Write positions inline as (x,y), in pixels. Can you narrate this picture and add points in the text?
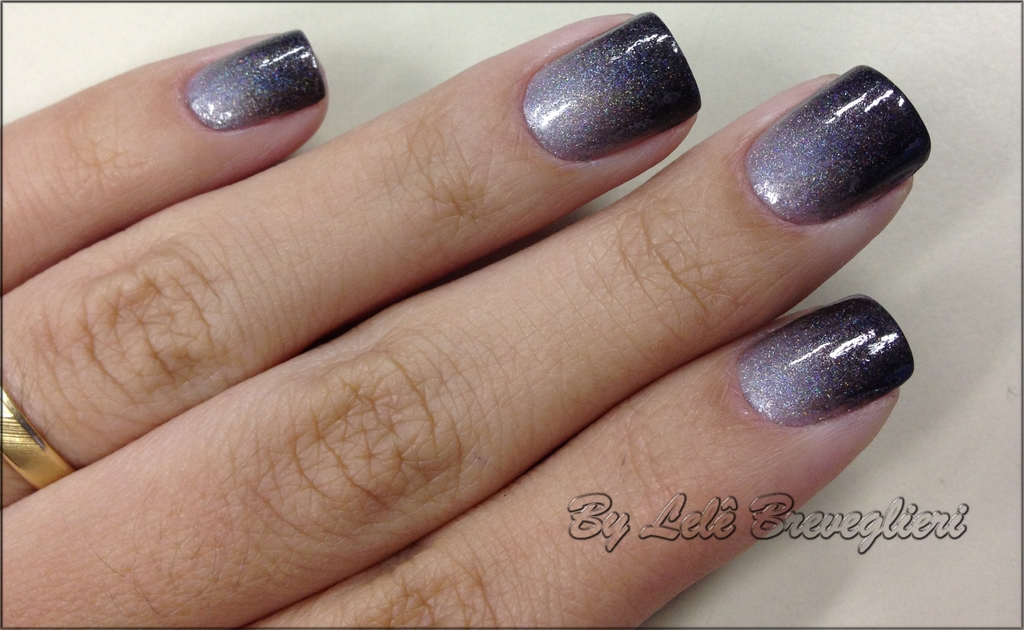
In this image I can see fingers (121,163) of a person (278,320) and on the nails (600,46) I can see silver and black colour nail paint (808,337). On the bottom left side (20,430) I can see a golden colour ring (33,440) on the finger (67,458) and on the bottom right side of this image (778,511) I can see a watermark (681,525).
